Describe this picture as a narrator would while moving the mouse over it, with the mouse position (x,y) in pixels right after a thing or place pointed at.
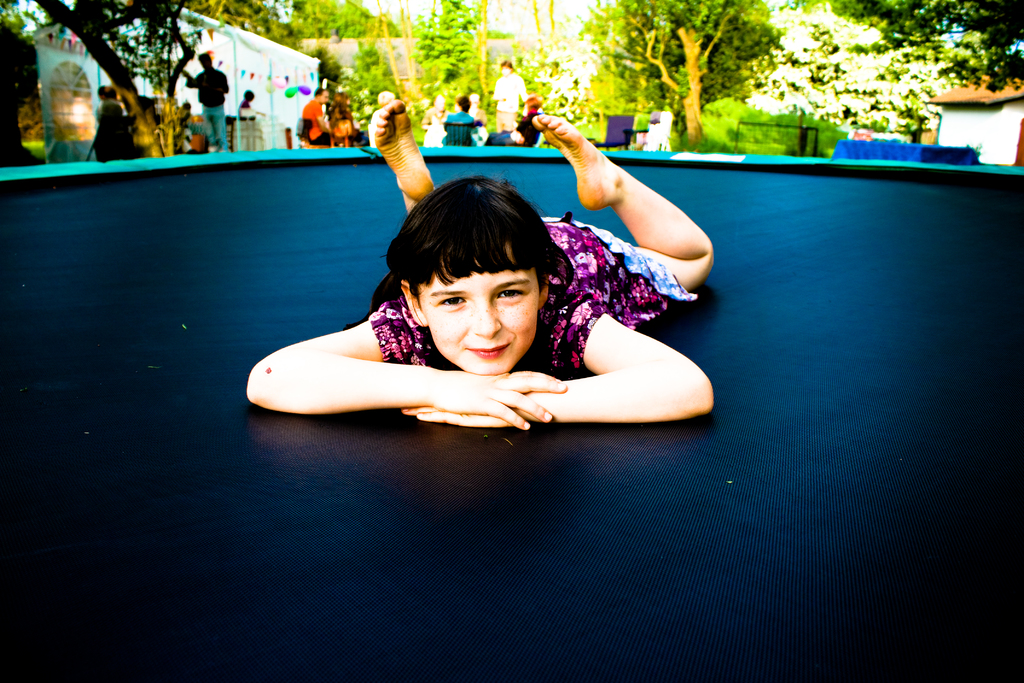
In the picture we can see a kid (430,345) wearing multi color dress (649,287) lying on surface (230,280) and in the background of the picture (310,108) there are some persons (312,137) standing and some (337,123) are sitting on chairs (310,123), there are some trees (367,77) and top of the picture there is clear sky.
